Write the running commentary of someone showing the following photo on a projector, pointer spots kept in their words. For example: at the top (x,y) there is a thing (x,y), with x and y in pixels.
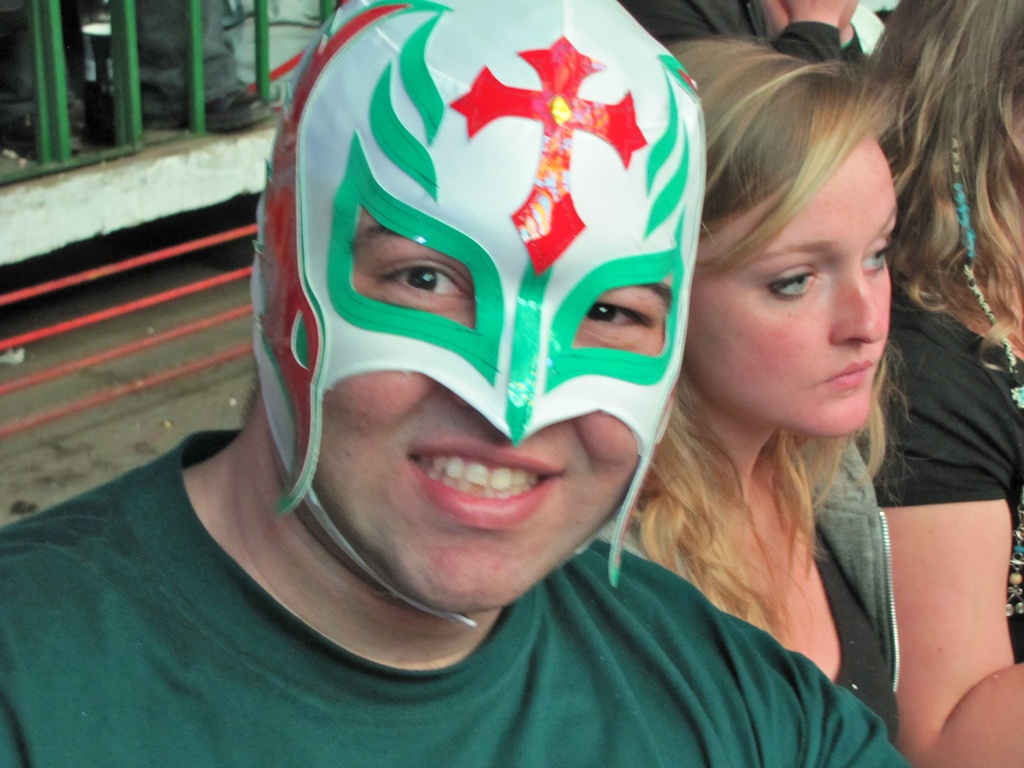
Here I can see a man (153,640) wearing a mask (350,330) to the face (493,475), smiling and giving pose for the picture. Beside him two women (938,502) are sitting. On the left side (124,75) there are few metal rods (42,159). At the top of the image (843,36) I can see a person's hands (801,21).
